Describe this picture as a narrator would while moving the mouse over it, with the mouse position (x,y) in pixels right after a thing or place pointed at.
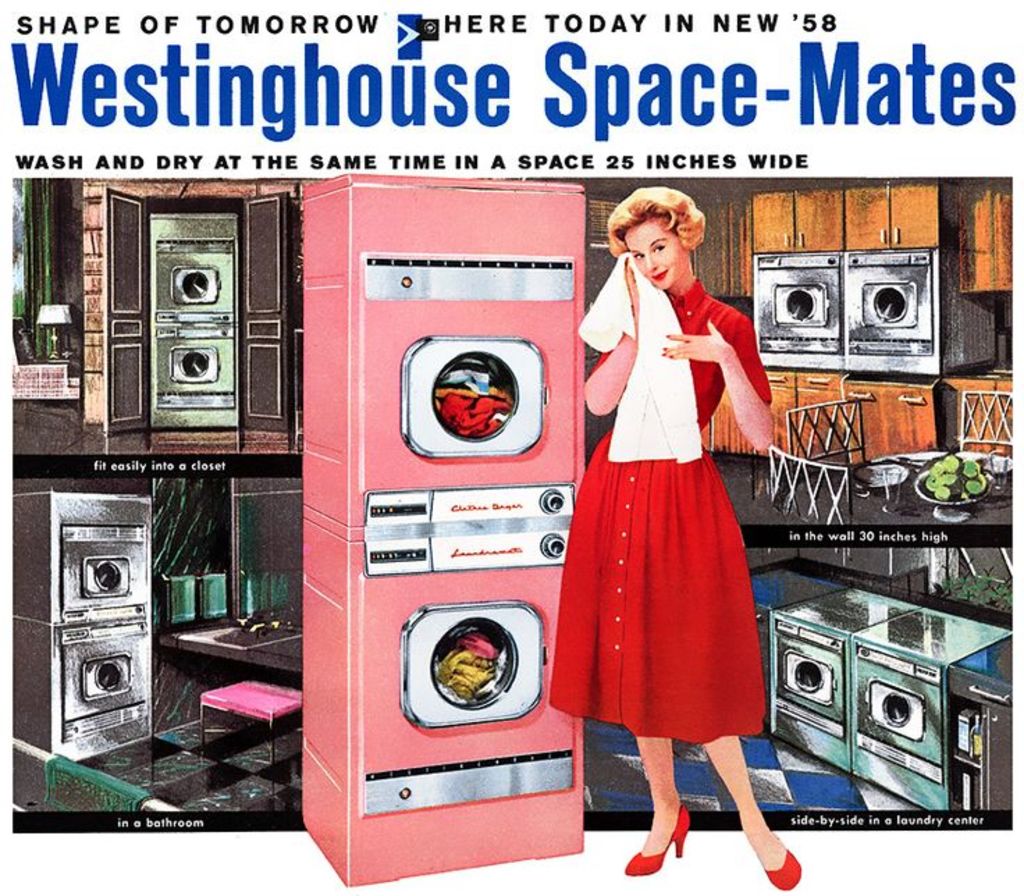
This is poster (412,479), on this poster (729,510) we can see a woman (661,863) standing and holding a cloth (597,338).
